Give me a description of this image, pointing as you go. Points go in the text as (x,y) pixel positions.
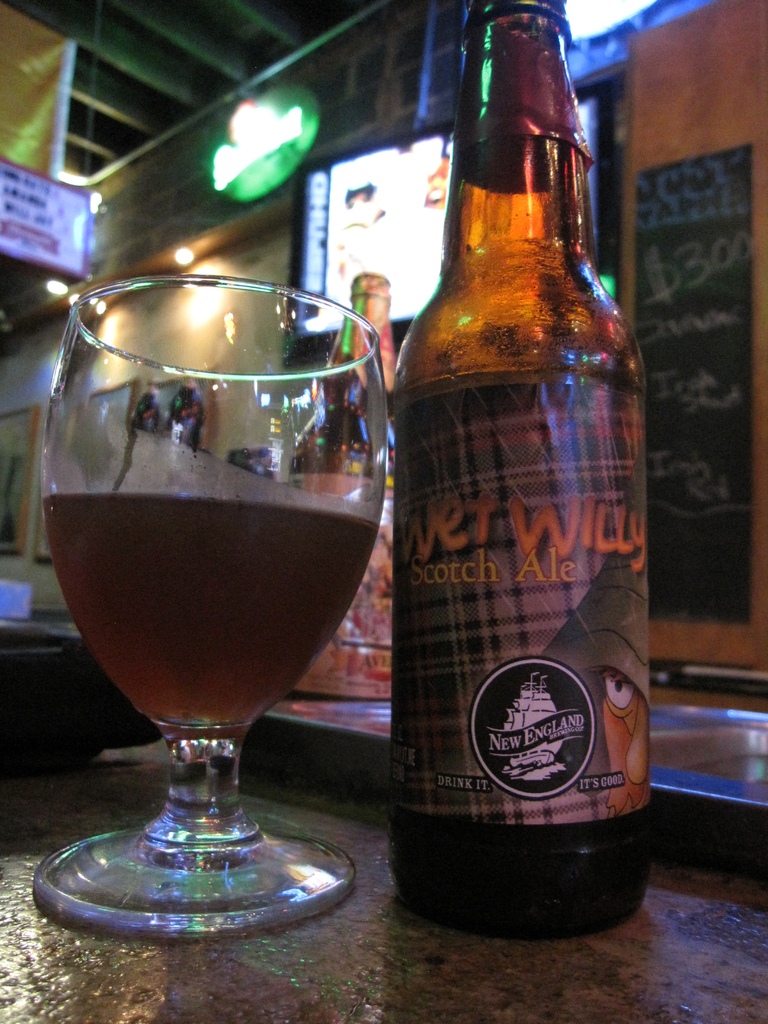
In this picture we can see glass (281,489) with drink (200,537) in it, bottle (557,382) and this two are on a counter (140,945) and in background (332,649) we can see another bottle (384,296), screen (336,187), light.
